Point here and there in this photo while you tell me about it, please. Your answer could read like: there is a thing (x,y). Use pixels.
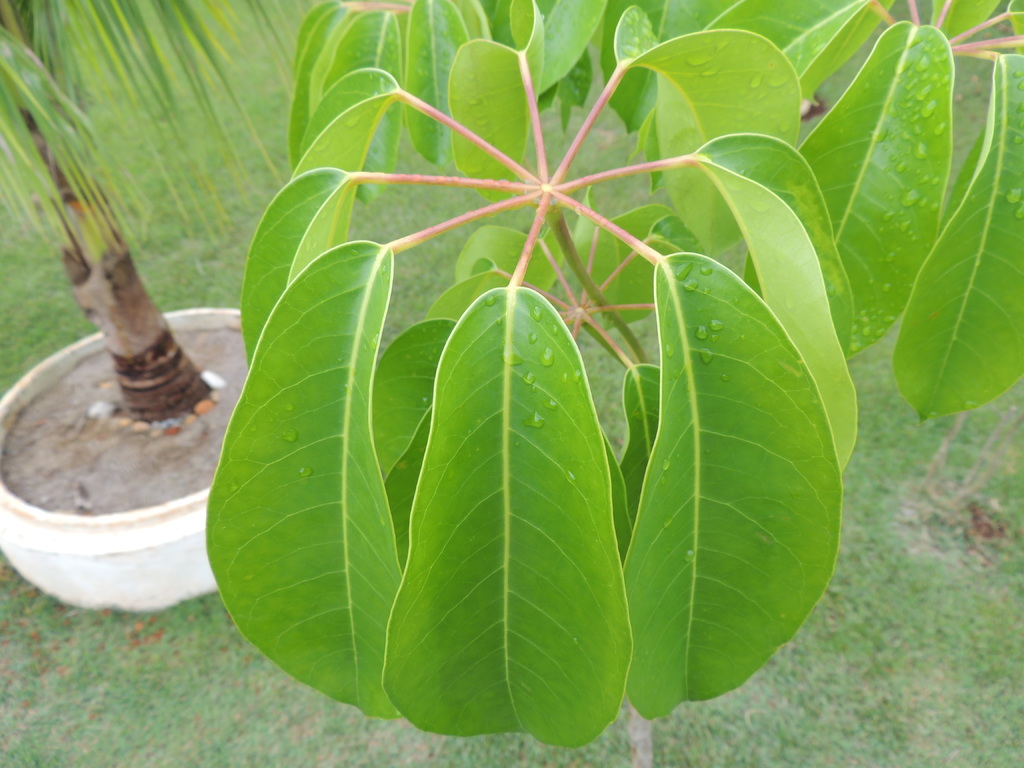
In this image I see number of plants (523,148) and I see the grass (879,610) and I see the white color thing (22,382) over here on which there is a plant (126,395).
